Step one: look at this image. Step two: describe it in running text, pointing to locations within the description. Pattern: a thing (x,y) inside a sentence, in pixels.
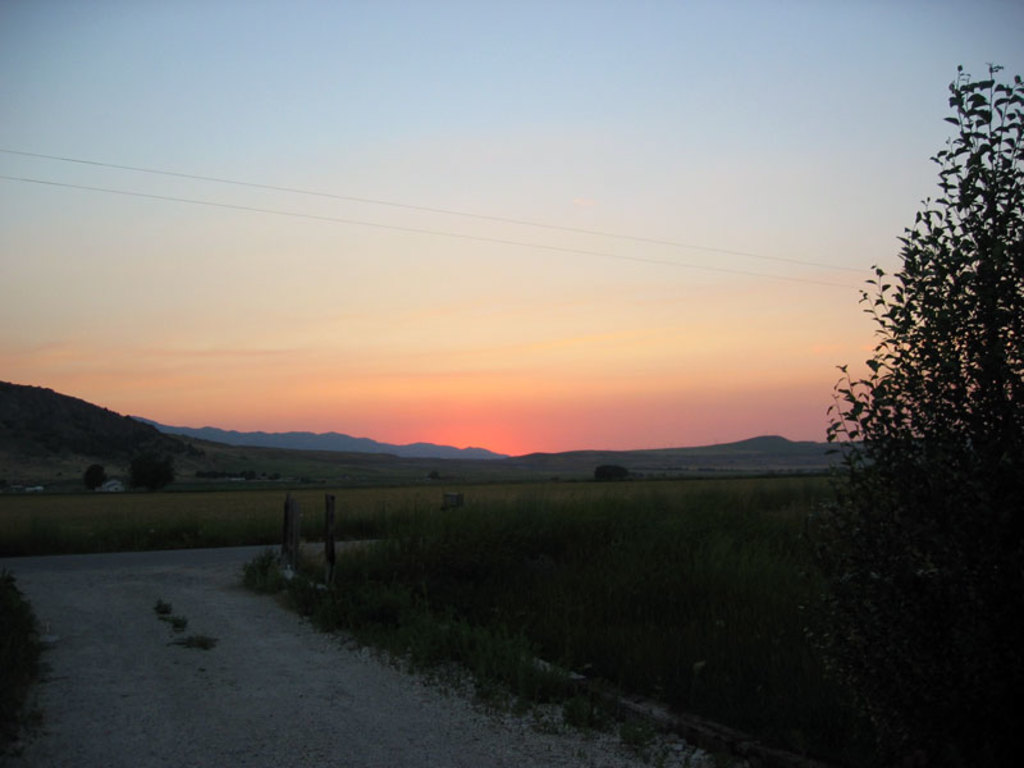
This looks like a pathway (128,602). I can see the plants (402,566) and the trees (146,472). I think these are the hills (440,456). This is the sky (600,432).
